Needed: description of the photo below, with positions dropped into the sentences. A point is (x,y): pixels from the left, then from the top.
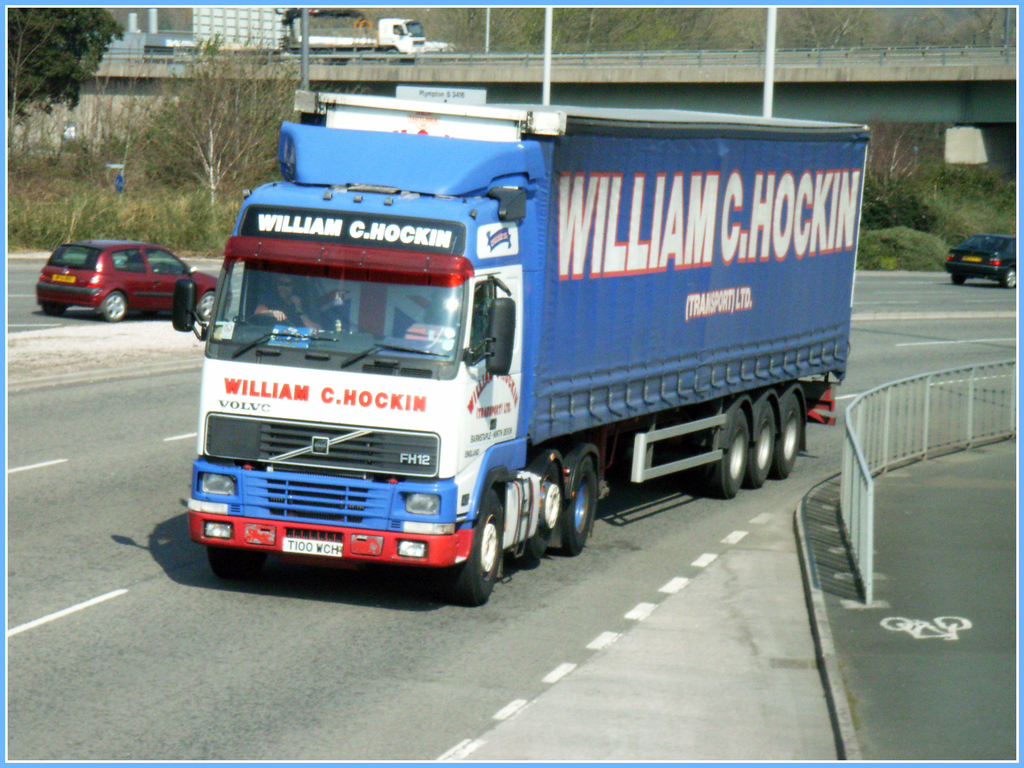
In this image I can see the road (67,527). On the road (74,485) there are many vehicles (492,253) which are colorful. To the side of the road (809,433) there is a railing (855,445). In the background (385,39) there is a bridge (243,71) and I can see the vehicle (399,41) on it. To the side of the bridge (134,98) there are many trees (174,169).
